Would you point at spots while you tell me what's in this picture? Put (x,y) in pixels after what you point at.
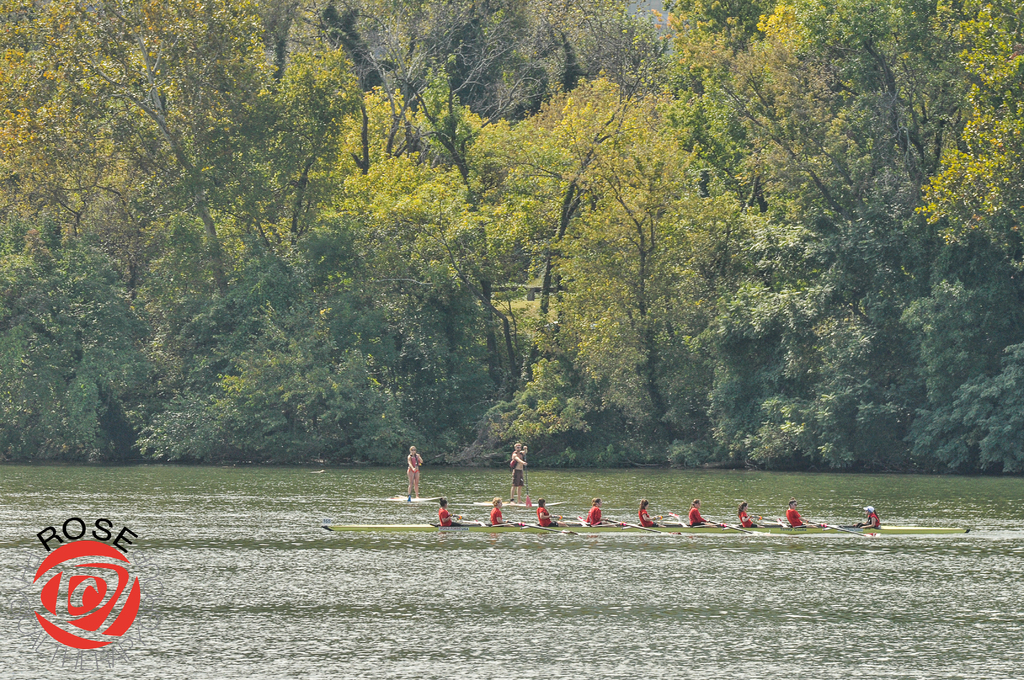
In this image we can see persons (864,523) sitting on the rowing boat (408,527) and some are standing on paddleboards (476,506) holding oars (528,482) in their hands (527,463). In the background (552,263) there are trees (446,370).
